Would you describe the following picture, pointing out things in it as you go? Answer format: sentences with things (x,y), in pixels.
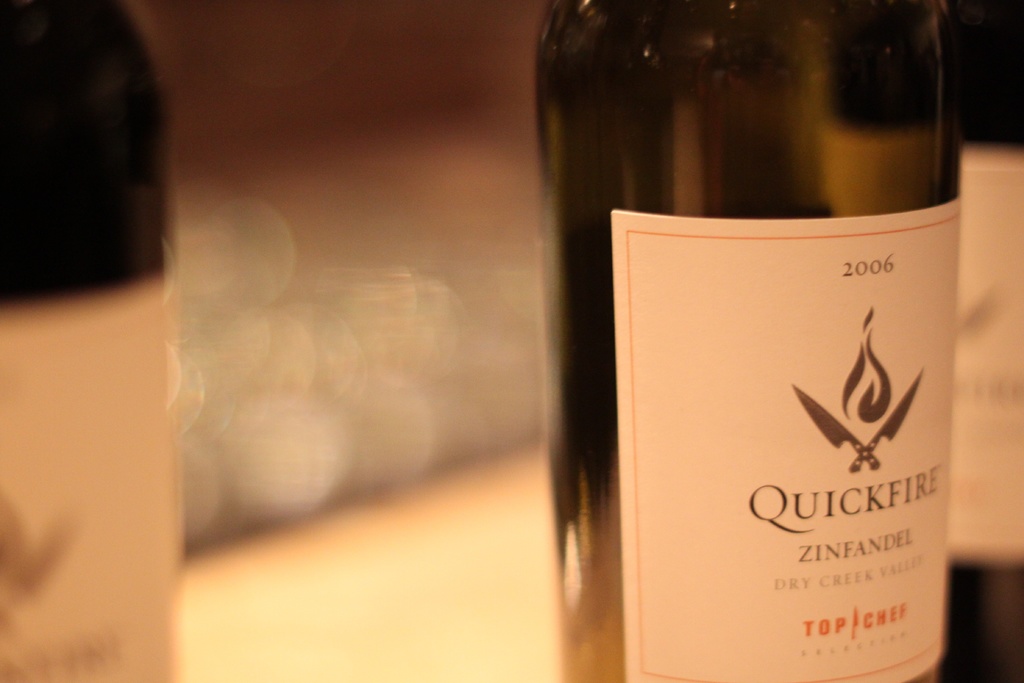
In this image in the center (674,388) there is a bottle (786,398) with some text (850,496) written on it and the background (415,276) is blurry.
